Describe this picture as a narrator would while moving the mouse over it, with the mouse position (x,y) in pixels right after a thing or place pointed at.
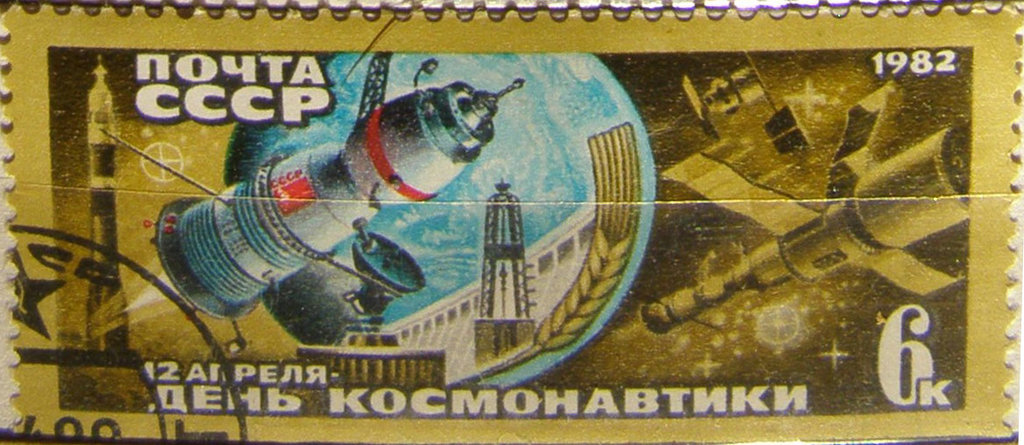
In this picture we can see a stamp (257,402). On this stamp (166,390) we can see rockets (110,285), dish antenna (396,272), tower (518,268), building (544,253), satellites (738,181), numbers (907,63) and some text (278,68).
